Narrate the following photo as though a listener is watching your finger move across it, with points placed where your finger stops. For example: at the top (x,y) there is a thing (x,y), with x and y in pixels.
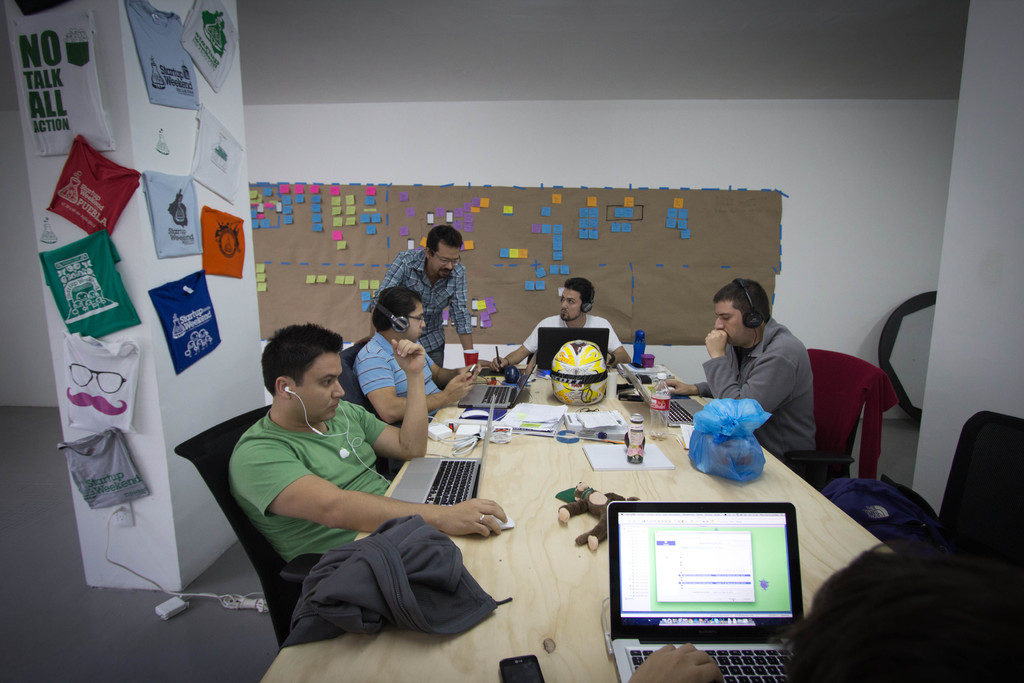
This picture shows few men (309,508) seated on the chairs (217,457) and we see a man (453,244) standing and we see few of them wore headsets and we see a man (321,454) wore ear phones (314,431) and we see laptops (728,644) on the table (570,532) and few bottles (629,447) and books (652,452) and papers (606,449) and a helmet (590,376), Carry bag (731,477) and a soft toy (569,507), Mobile phone (514,660) on the table (292,663) and we see clothes (221,11) hanging to the pillar (116,554) and we see board (617,312) on the back (359,316) with sticky papers (672,221) on it.
